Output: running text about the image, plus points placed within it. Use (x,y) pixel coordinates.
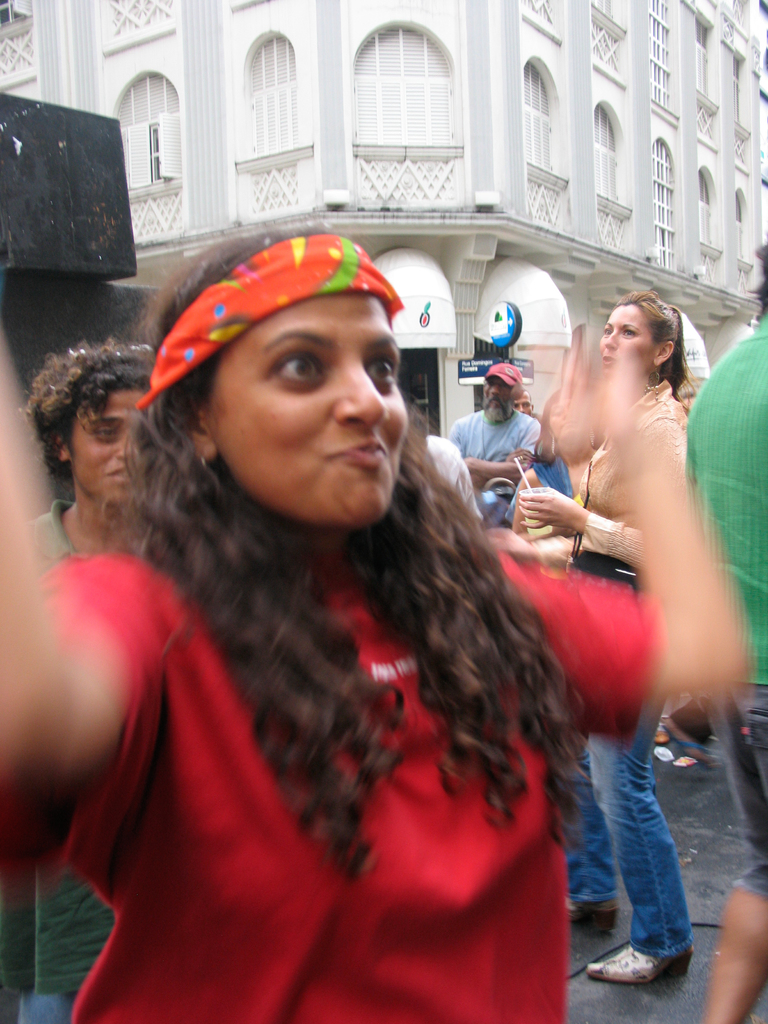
On the left side of the image (192,452) we can see a lady (212,502) where has she wore a red color dress (143,871) and the orange color band (279,310). On the right side of the image (606,450) we can see a lady (645,369) is standing. On top of the image (604,304) we can see a building (373,173).
